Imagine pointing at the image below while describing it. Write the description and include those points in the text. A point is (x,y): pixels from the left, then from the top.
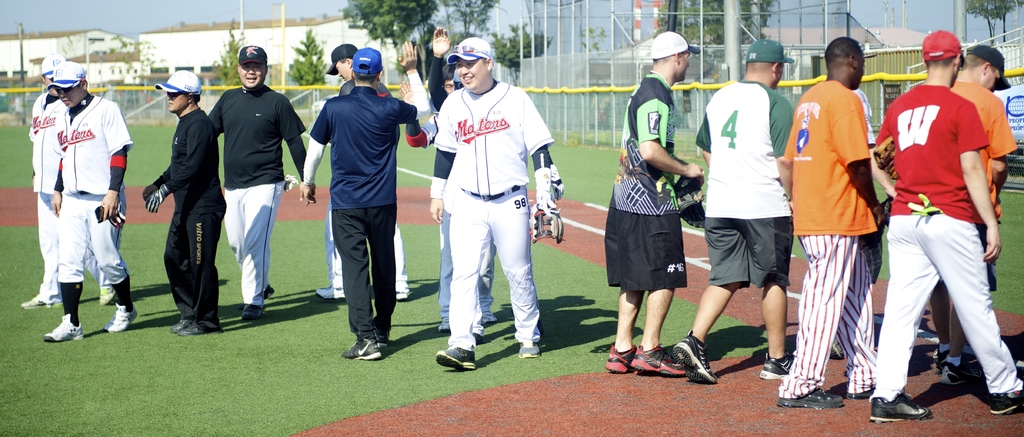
This is a playing ground (719,381). Here I can see few men (100,184) wearing t-shirts (456,129), caps (485,54) on their heads (470,68) and walking on the ground (380,405). The man (522,279) who is in the middle (513,228) is smiling. In the background (553,69) there is a fencing (740,14). At the top of the image (451,39) there are many trees (387,39) and buildings (179,29) and also I can see the sky (145,27).
